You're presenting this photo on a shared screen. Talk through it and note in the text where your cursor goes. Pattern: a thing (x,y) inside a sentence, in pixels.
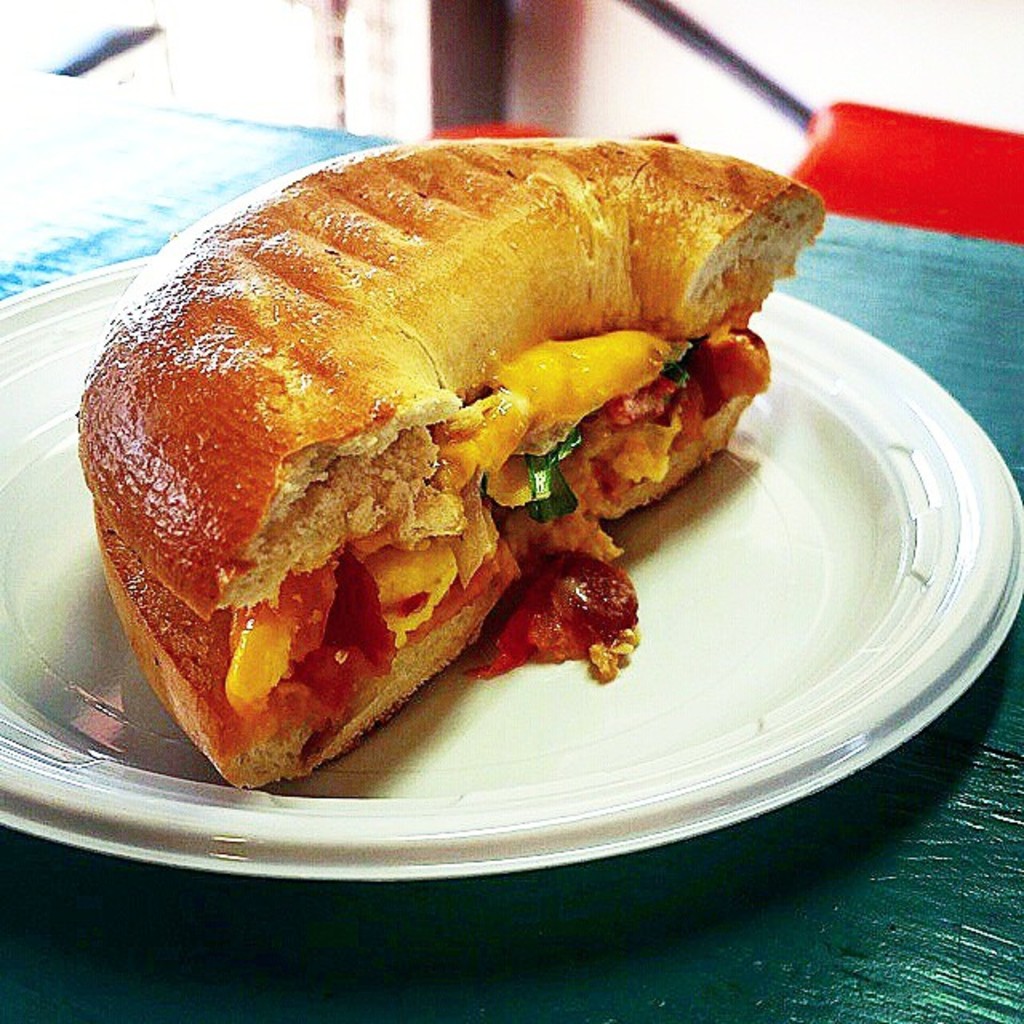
In this image I can see the food (293,344) in the plate (114,291) and the food (338,551) is in brown color and the plate (717,687) is in white color. The plate (522,705) is on the green color surface (699,919).
